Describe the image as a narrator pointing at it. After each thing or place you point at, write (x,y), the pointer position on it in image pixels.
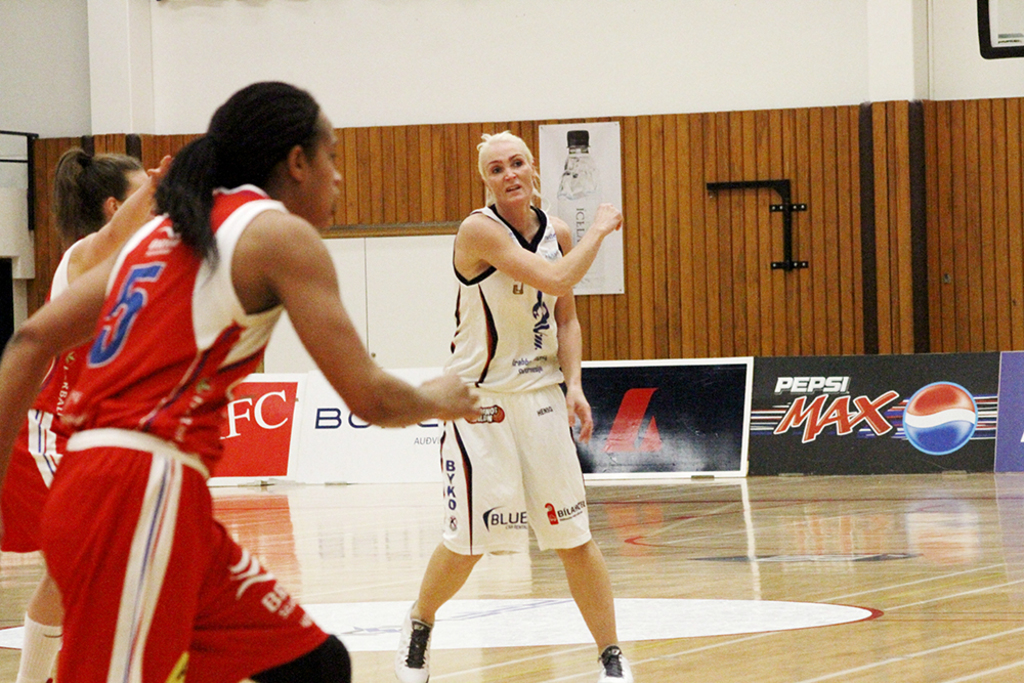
In the background (697,148) we can see the wooden wall (856,148) and a board (618,148). We can see the hoardings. In this picture we can see the women (343,372) and it seems like they are running. At the bottom portion of the picture (840,581) we can see the floor (814,605).
